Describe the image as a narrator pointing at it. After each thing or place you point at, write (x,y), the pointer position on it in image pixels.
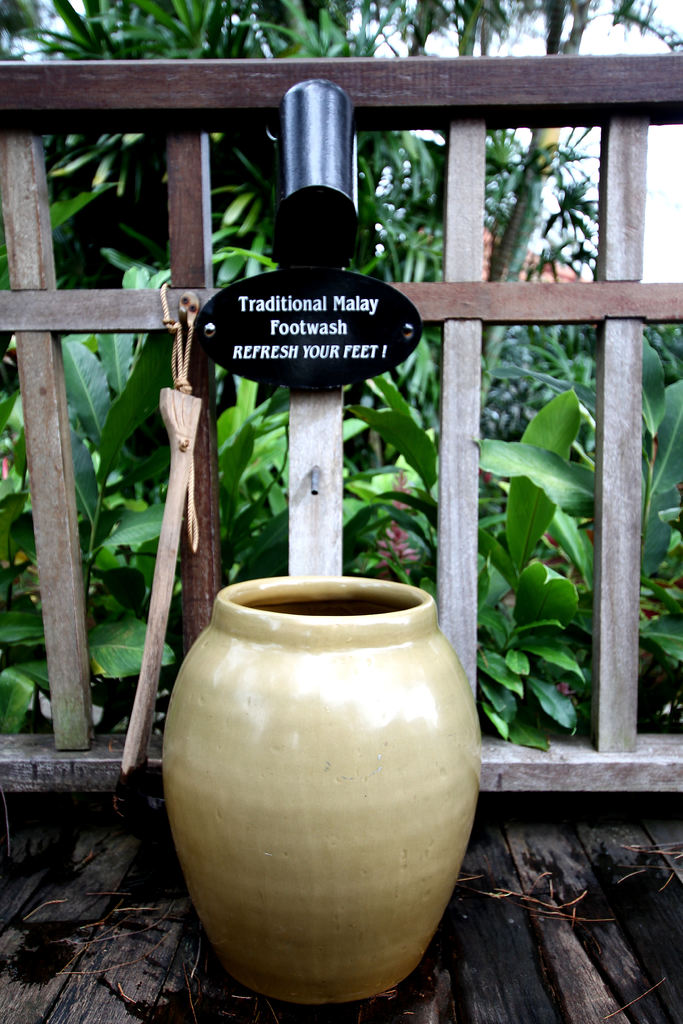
In this image we can see a container (309,735) on the wooden surface (610,865). There are many plants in the image. There is a board (301,345) on which some text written on it.
